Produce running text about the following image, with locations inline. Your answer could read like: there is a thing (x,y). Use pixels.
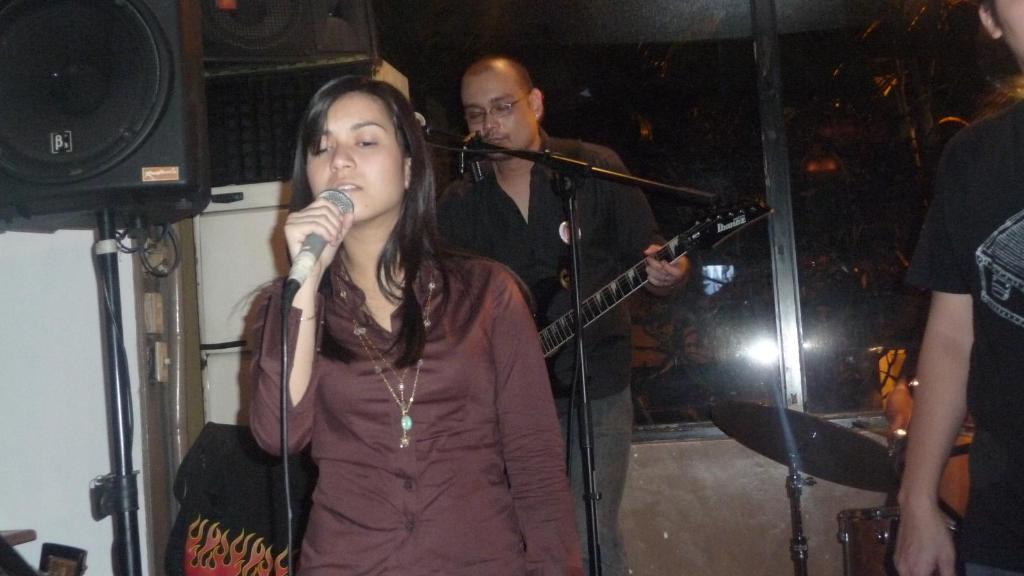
In this image, there are three persons (424,195) standing and wearing clothes (954,240). This person (503,197) is playing a guitar (621,284). There is a mic (461,156) in front of this person (537,232). This person (357,293) is holding a mic (313,245) with her hands (325,238). There are speakers (151,139) in the top left of the image (150,126).
